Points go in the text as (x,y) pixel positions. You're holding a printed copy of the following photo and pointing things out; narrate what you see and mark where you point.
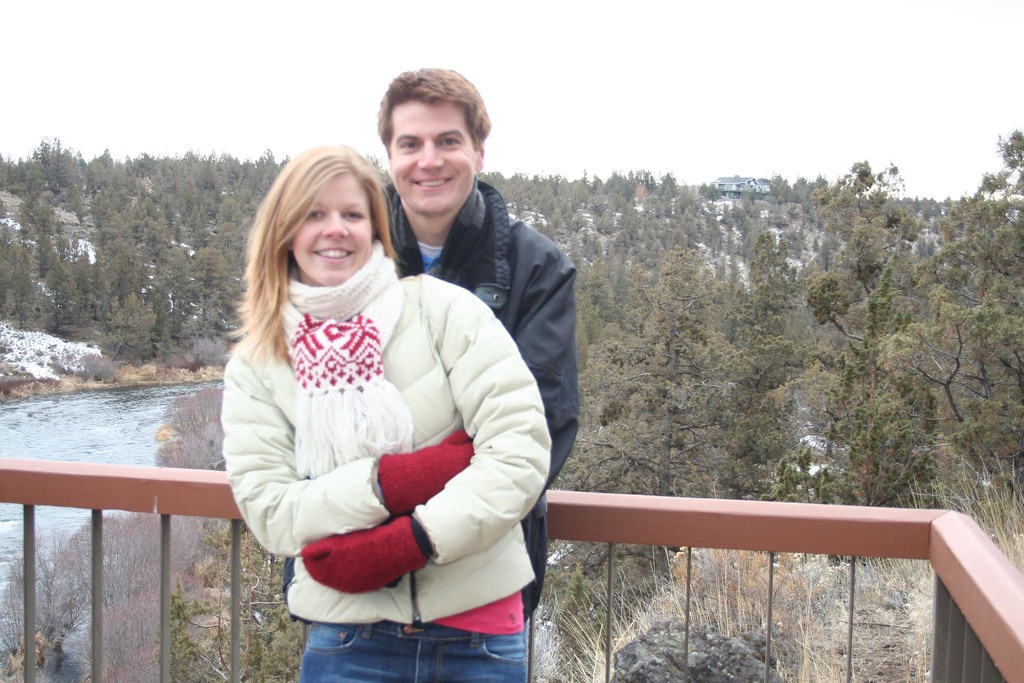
In the image there is a woman (412,457) white jacket (419,384) and scarf (364,375) standing in front of man (550,306) in black jacket (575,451), there is fence (926,536) on either side, behind them there are trees (759,312) all over the land (196,447) with canal (148,455) on the left side (119,402) and above its sky (497,45).
